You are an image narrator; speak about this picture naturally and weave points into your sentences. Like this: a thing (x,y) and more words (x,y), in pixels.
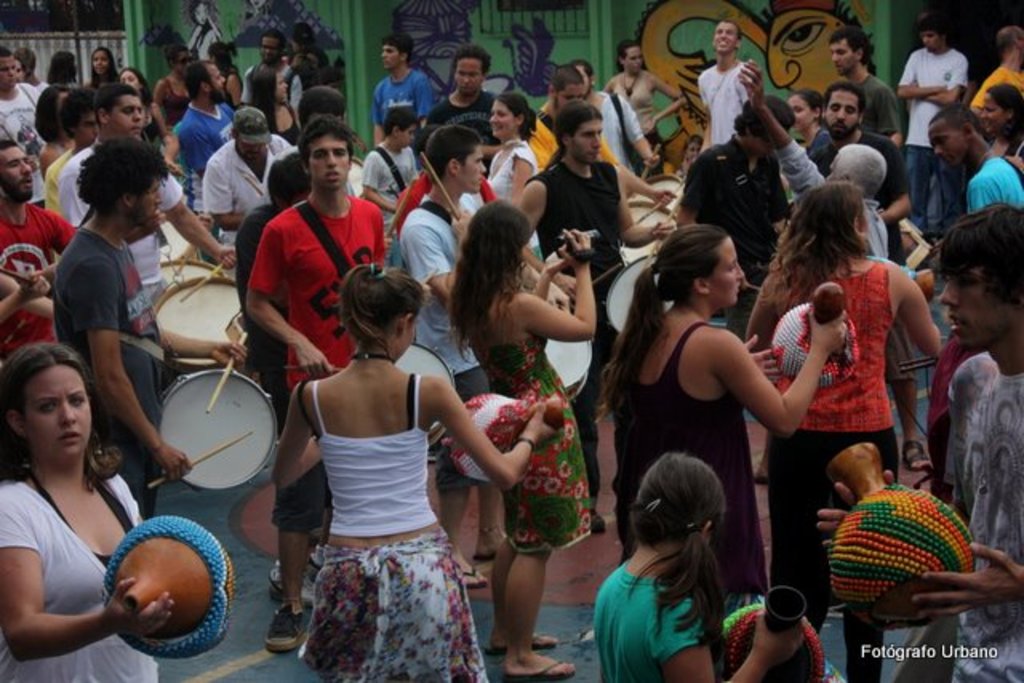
In this picture we can see a group of people (310,374) where some are playing drums (242,479) and some are holding shakers (804,348) in their hands (584,242) and they are standing and in the background (294,19) we can see wall (455,24) with painting (342,38).
